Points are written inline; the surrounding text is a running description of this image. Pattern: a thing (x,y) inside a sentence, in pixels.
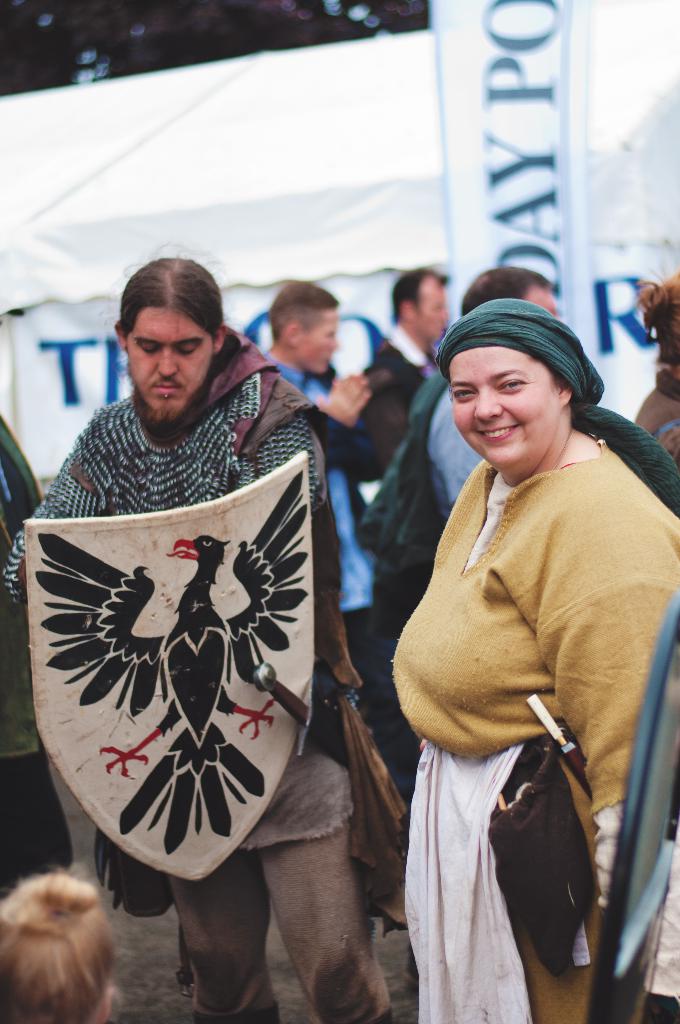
In this picture we can see a group of people (443,572) on the ground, here we can see a shield (188,564), swords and in the background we can see banners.
